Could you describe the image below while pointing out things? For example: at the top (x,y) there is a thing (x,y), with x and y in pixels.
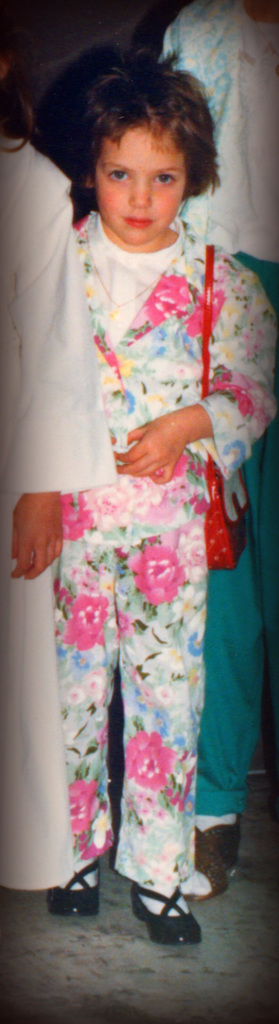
In this image I can see the group of people (92,403) with different color dresses (71,301). I can see the black background (35,58).
